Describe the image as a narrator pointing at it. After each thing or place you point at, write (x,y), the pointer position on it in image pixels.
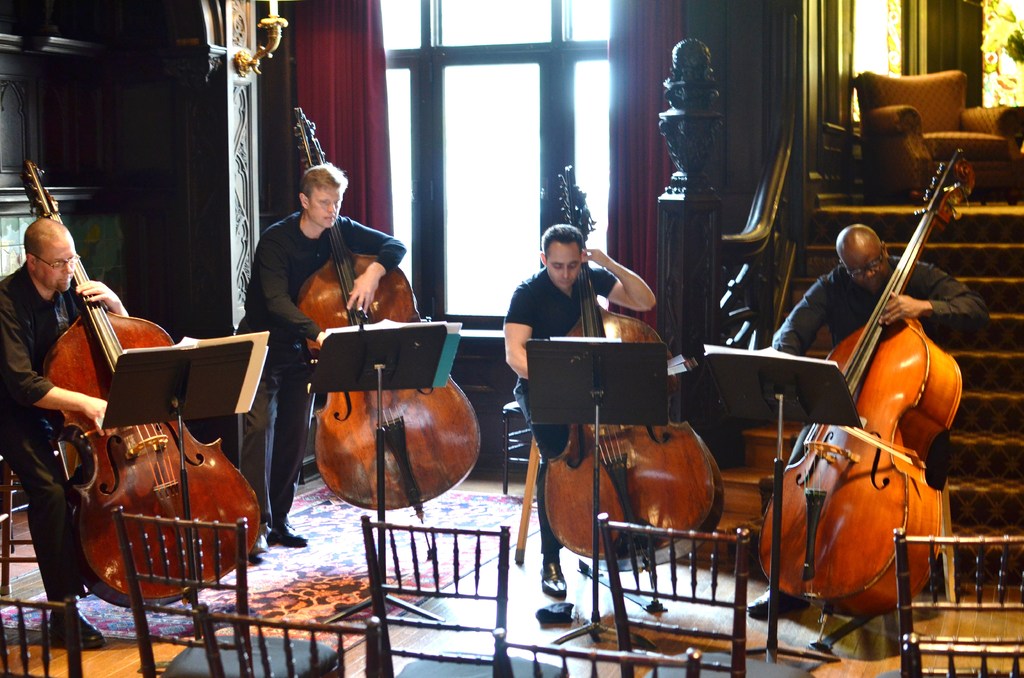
In this picture we can see a group of people (555,561), they are holding double basses (657,444), here we can see chairs (503,569), stands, steps (1019,274) and in the background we can see a window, curtains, pillar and boards (374,341).
